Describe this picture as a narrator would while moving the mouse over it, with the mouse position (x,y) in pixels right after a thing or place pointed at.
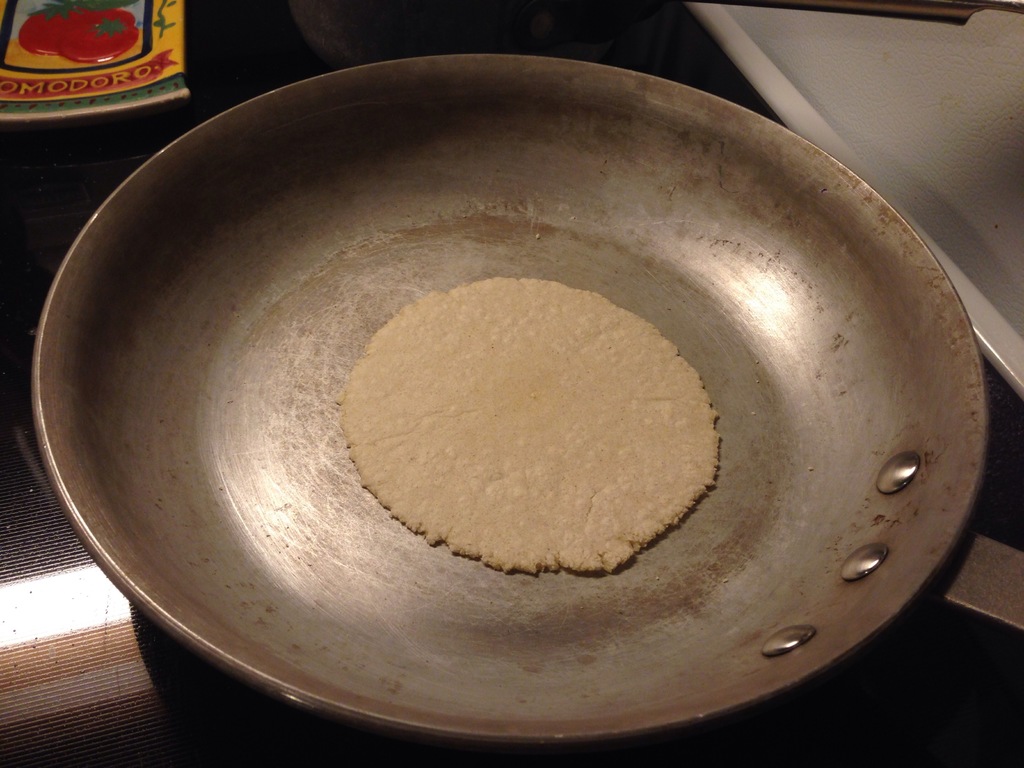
We can see food (504,492) with pan (495,211), book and white object (771,89) on the surface (119,674).
